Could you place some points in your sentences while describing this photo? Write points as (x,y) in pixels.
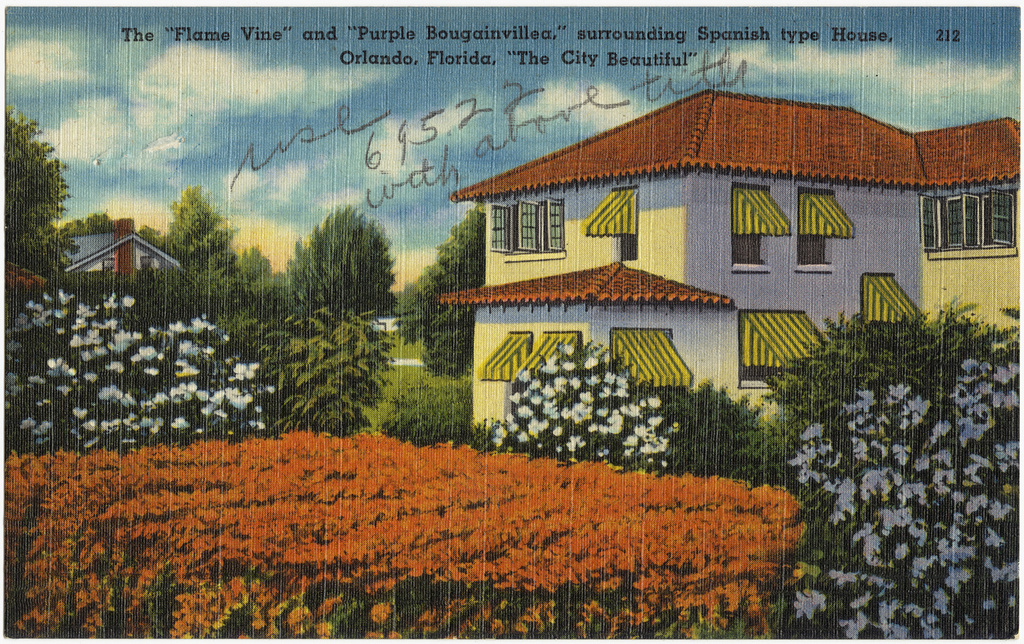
This is a painting image as we can see there are some trees (391,474) in the bottom of this image (519,522). There are some buildings (731,350) on the right side of this image (847,273) and left side of this image (118,253) as well. There is a sky (325,125) on the top of this image (320,122). There is some text (624,58) written on the top of this image (597,48).
